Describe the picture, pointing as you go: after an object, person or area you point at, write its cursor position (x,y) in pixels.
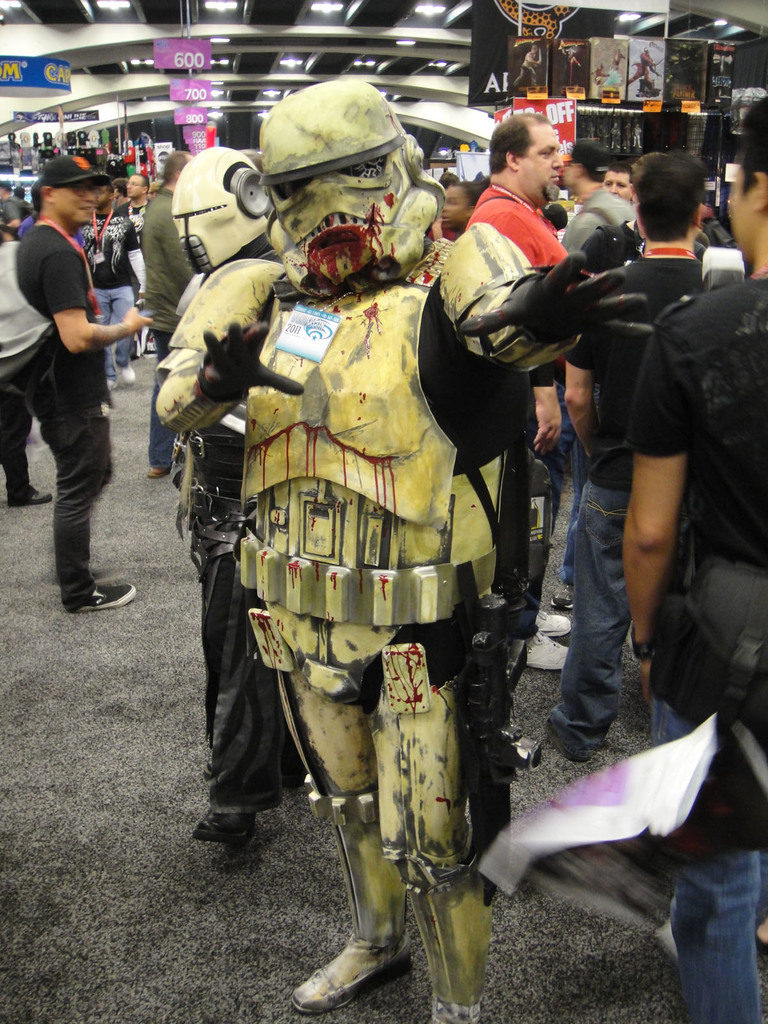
Here in this picture, in the middle (357,344) we can see some people (345,313) wearing cosplay (286,402) and standing on the ground (283,839) and behind them we can see other number of people (658,287) standing and walking all over the floor (124,534) and we can see some people (33,270) are carrying bags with them and we can see number of banners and hoardings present all over there and we can also see lights (117,7) present on the roof (253,46).
